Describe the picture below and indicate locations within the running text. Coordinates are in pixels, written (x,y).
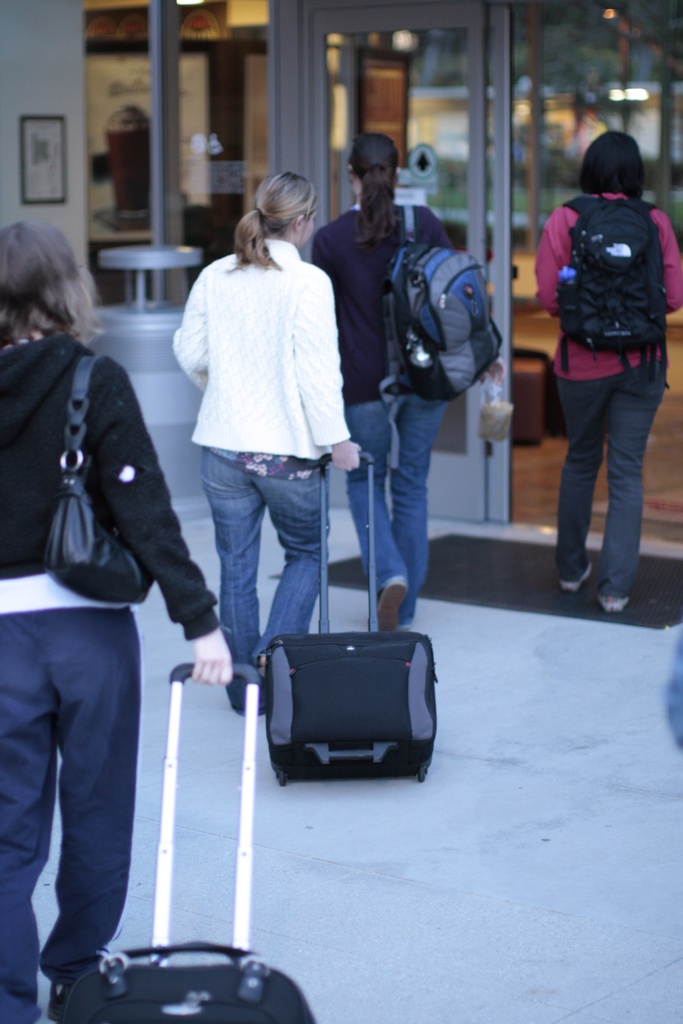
Four ladies (320,396) are walking holding bags (363,649). In the background (516,129) there is a door (458,163), wall (48,218) with photo frame (42,176), pillars (159,139).
